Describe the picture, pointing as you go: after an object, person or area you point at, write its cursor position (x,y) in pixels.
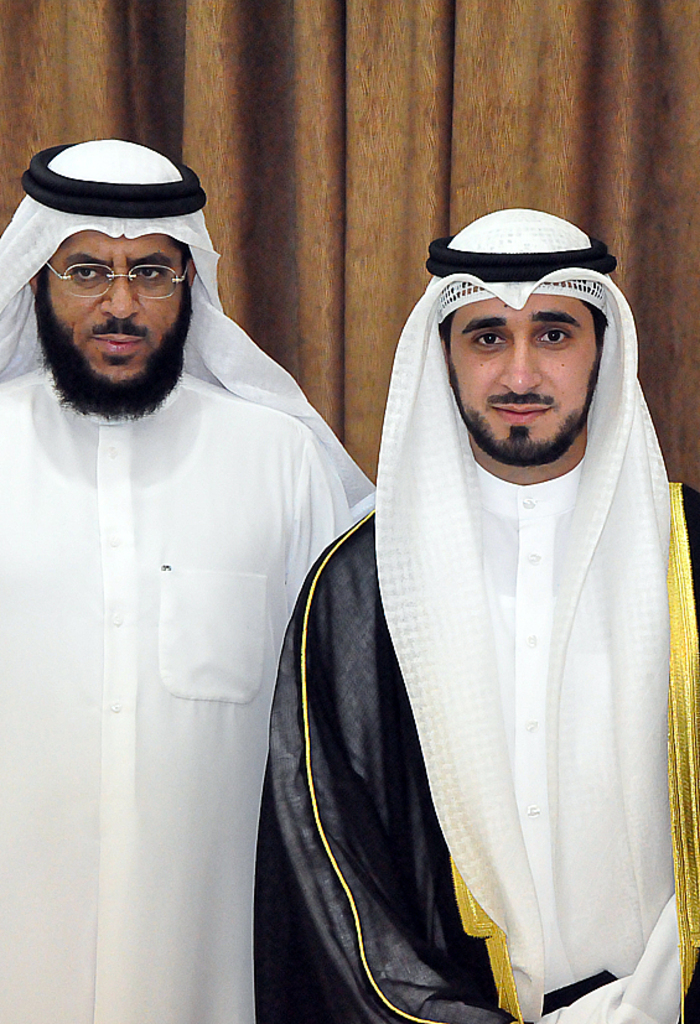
2 sheikhs (569,615) are standing. There are curtains (467,66) at the back (503,79).
